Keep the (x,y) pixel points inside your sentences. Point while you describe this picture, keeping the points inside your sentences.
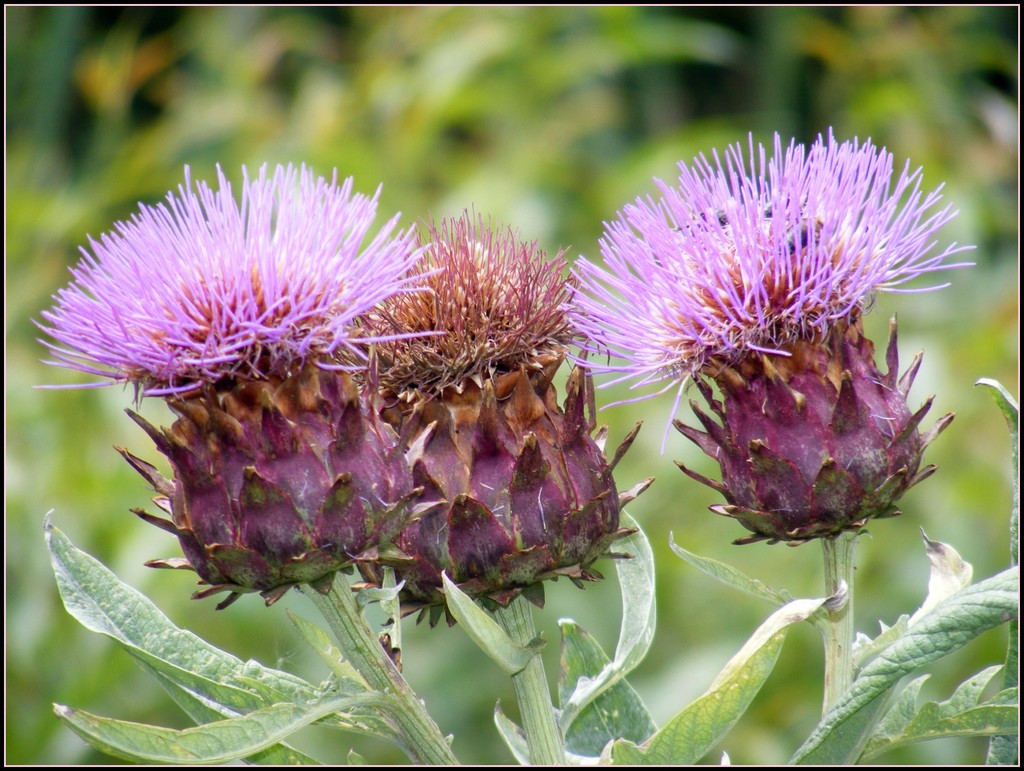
Here I can see few plants (257,701) along with the flowers (434,398) and leaves (651,570). The background (209,47) is blurred.
